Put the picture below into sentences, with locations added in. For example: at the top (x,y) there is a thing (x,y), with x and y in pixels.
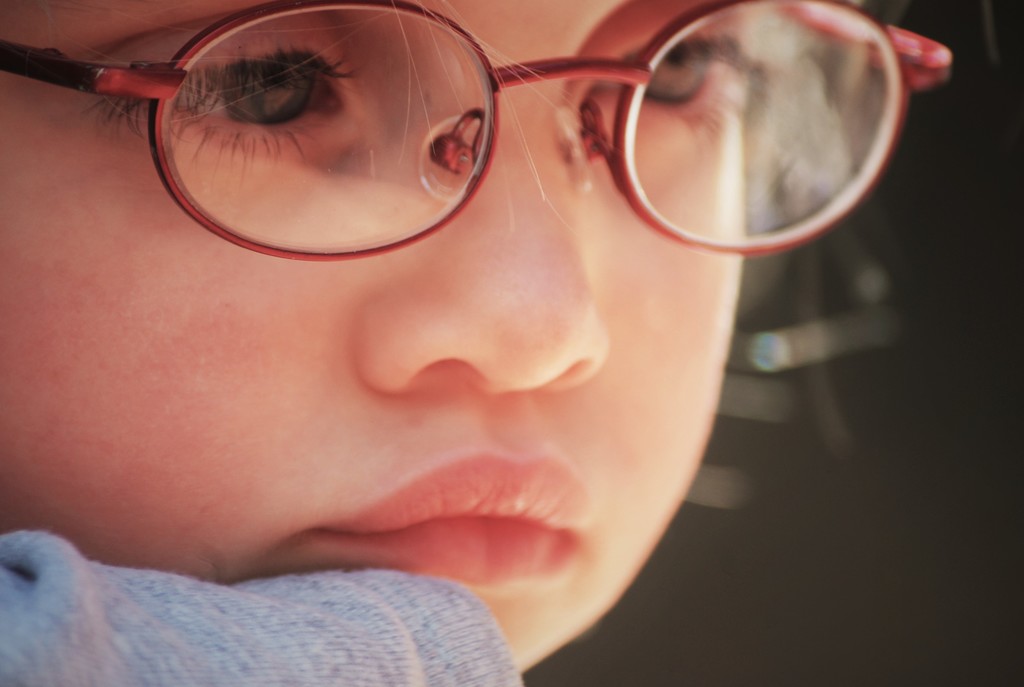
In the image there is a zoom in picture of a kid (523,285) and the background of the kid (668,403) is blur.
